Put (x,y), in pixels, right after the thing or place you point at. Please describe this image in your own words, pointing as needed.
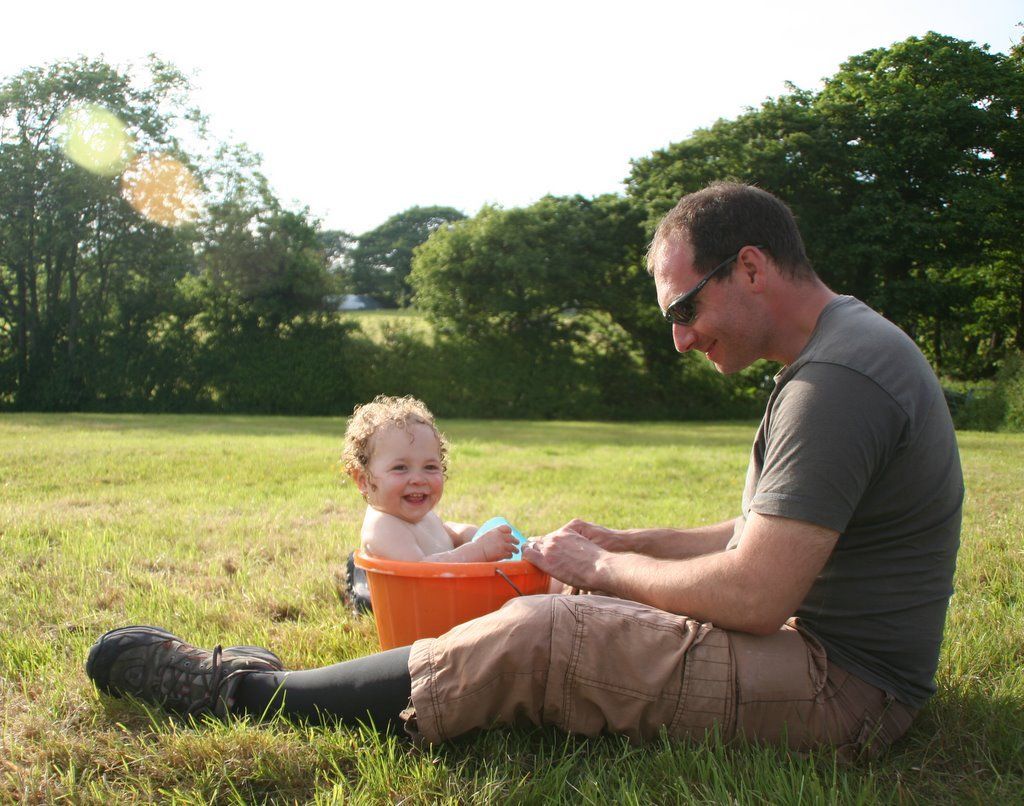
In this image I can see a man (844,528) is sitting on the land (529,766). In front of him there is a baby (416,542) sitting in the tub (417,580). In the background (191,283) I can see the trees (404,284). On the top of the image (370,111) I can see the sky (478,113). Here I can see the man (816,426) and the baby (432,485) are smiling.
